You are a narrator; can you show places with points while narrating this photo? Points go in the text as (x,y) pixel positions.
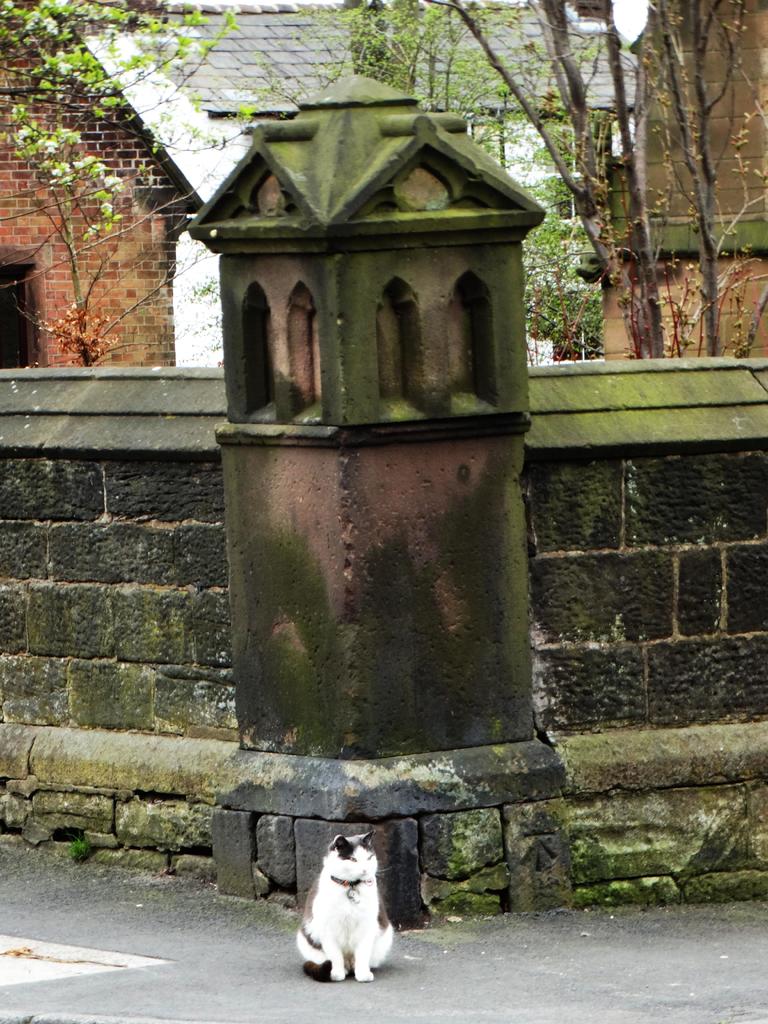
In this picture, there is a cat (357,902) at the bottom (378,930). Behind it, there is a wall (258,482). On the top (560,41), there are trees (422,101), houses (648,173) etc.
